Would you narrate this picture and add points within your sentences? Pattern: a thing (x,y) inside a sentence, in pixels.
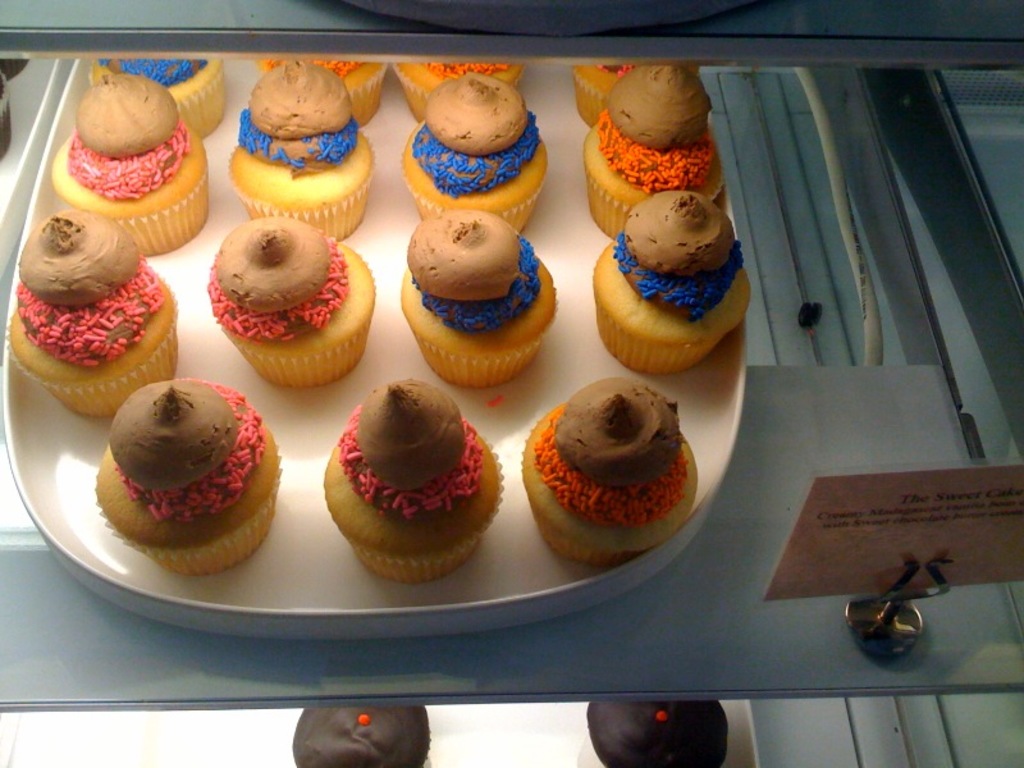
In this image I can see the white colored board (712,611) and on it I can see a cream colored tray (496,576) and in the tray (480,576) I can see few cupcakes (397,486) which are brown, blue, pink and orange in color. I can see a white colored board (857,515) and to the bottom of the image (641,722) I can see two other cupcakes (642,742) which are brown and red in color.
